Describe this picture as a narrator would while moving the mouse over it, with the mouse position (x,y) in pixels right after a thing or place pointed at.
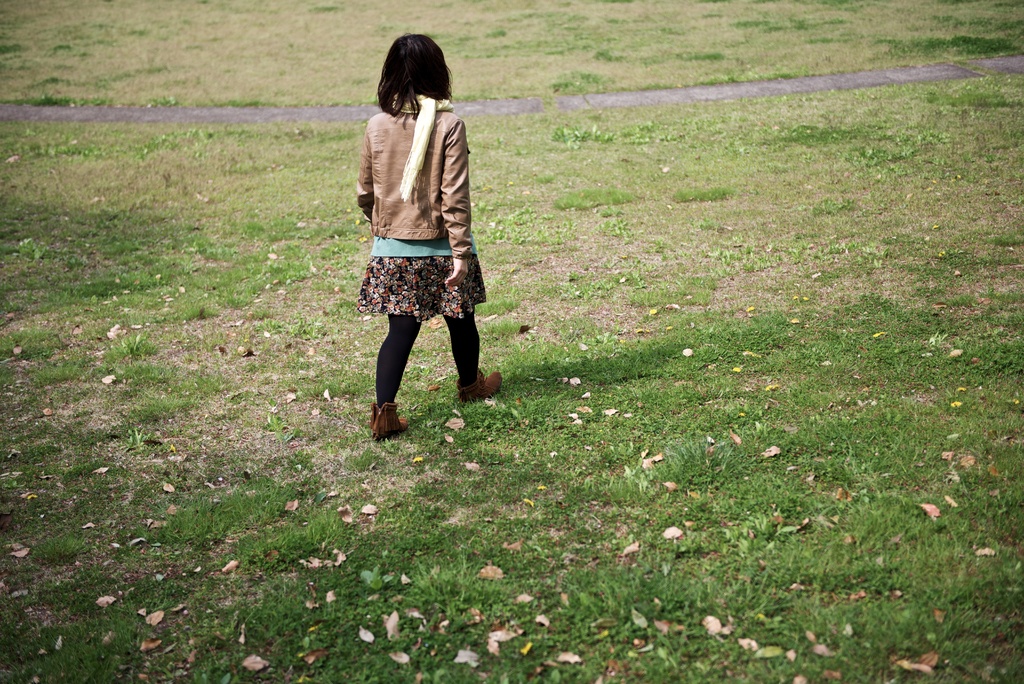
In this image I can see the person (463,348) is wearing the brown, green and black color dress (380,209). The person (407,215) is on the ground (360,439) and I can see the road (610,107) to the side.
